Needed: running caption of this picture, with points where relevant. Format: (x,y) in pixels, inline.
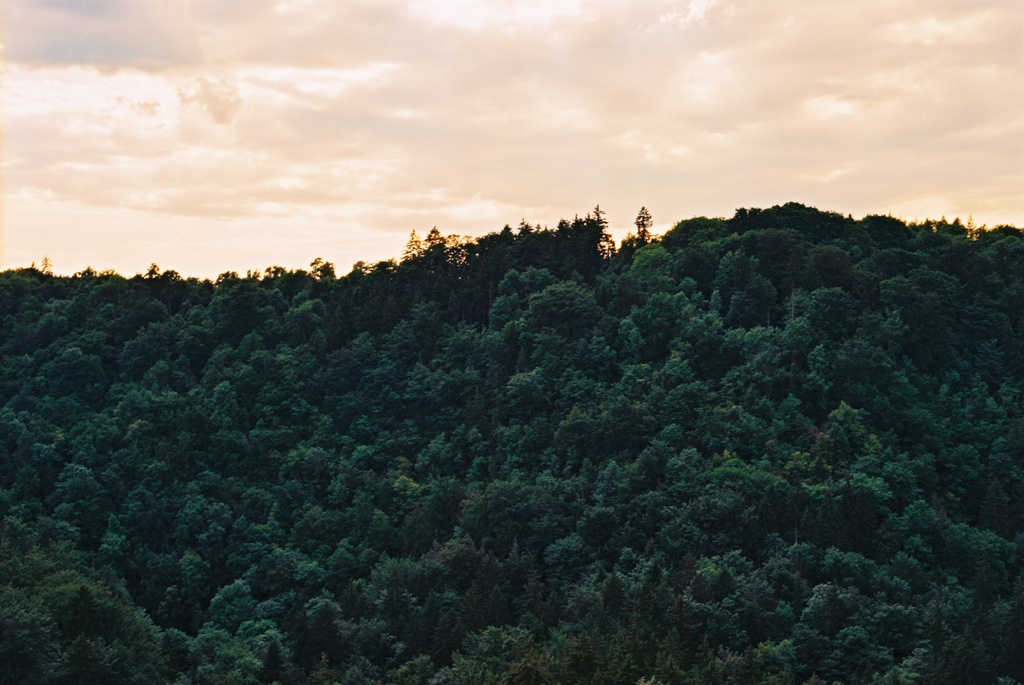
In this image I can see many trees (447,431) which are in green color. In the background (445,205) I can see the clouds (429,169) and the sky (410,195).
